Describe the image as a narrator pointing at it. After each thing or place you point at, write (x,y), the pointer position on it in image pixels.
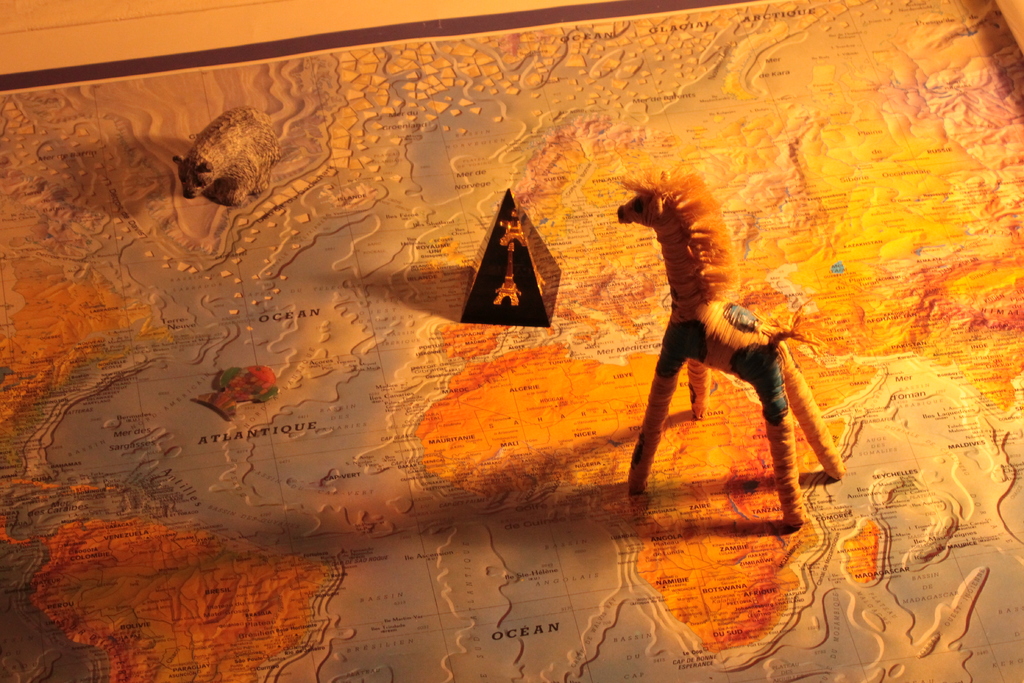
In this image there are two toys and an object (538,310) on the map (215,64).
